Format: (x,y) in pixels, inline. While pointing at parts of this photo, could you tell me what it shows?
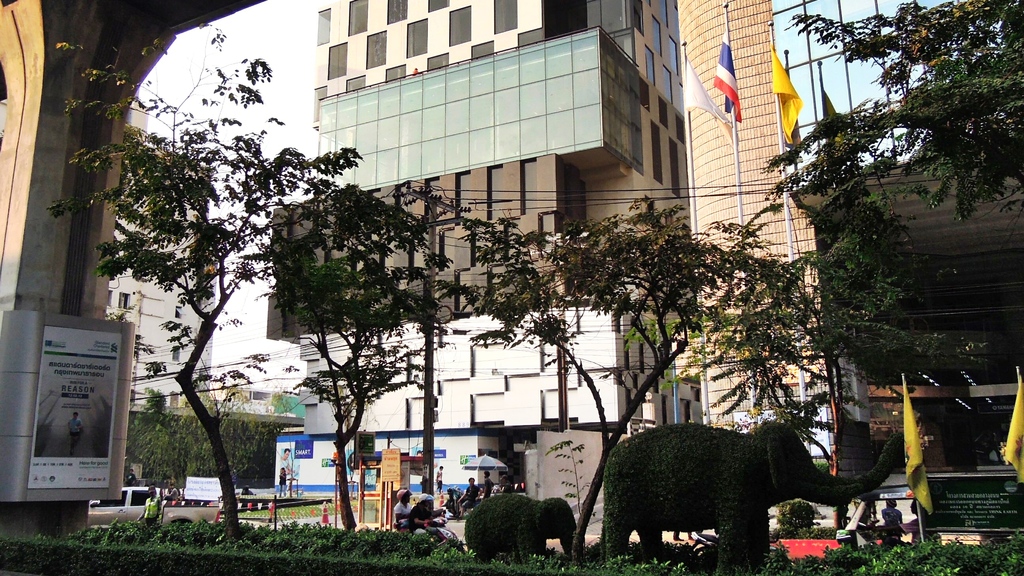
In this image there are plants (902,561), trees (827,366) and two plants (635,483) are in an elephant structure (652,512), in the background (782,112) vehicles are moving on the road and there are flags (782,126), buildings (662,120), on the left side (27,403) there is a pillar (87,417).
